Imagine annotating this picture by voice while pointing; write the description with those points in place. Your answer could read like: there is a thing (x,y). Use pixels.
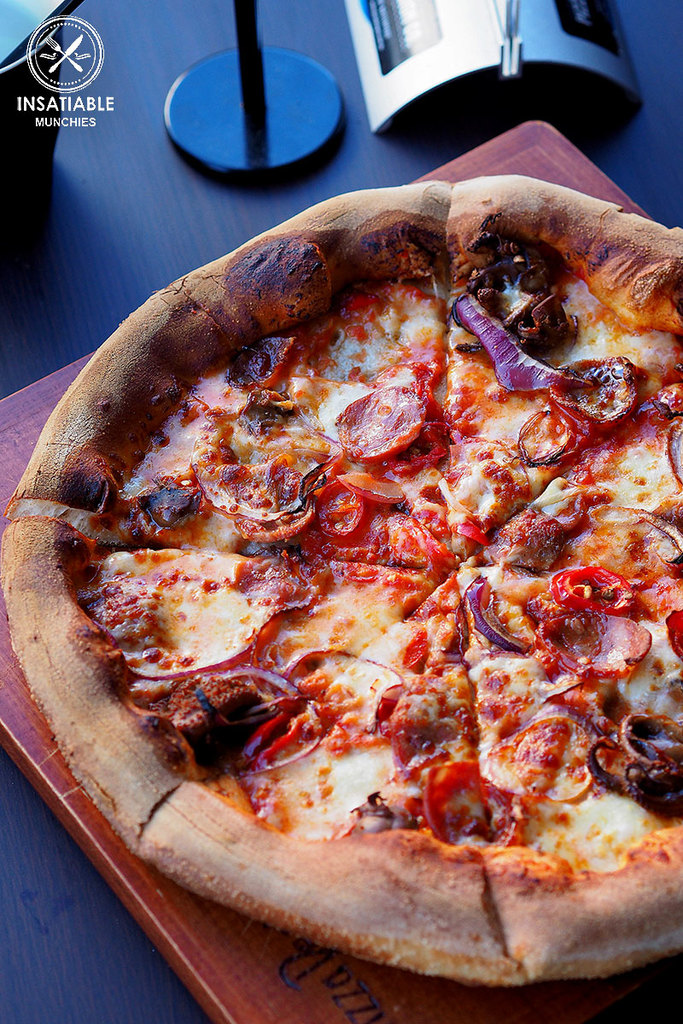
In the image we can see there is a picture (336,680) in which there is a pizza (359,673) kept on the plate (469,1022) and the plate (431,1014) is kept on the table (71,917).
